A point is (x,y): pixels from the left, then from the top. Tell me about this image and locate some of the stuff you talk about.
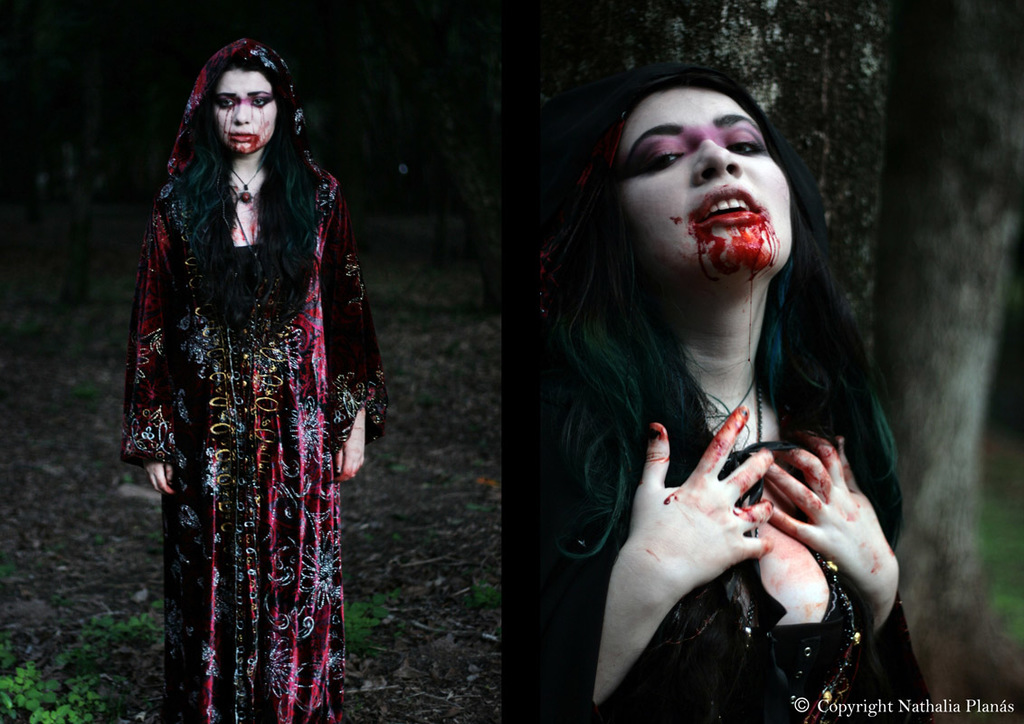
In this image we can see there are two woman (184,561) one on the left side (318,616) and one on the right side (765,153) and at the bottom left hand corner (82,679) there are some leaves (19,705).
